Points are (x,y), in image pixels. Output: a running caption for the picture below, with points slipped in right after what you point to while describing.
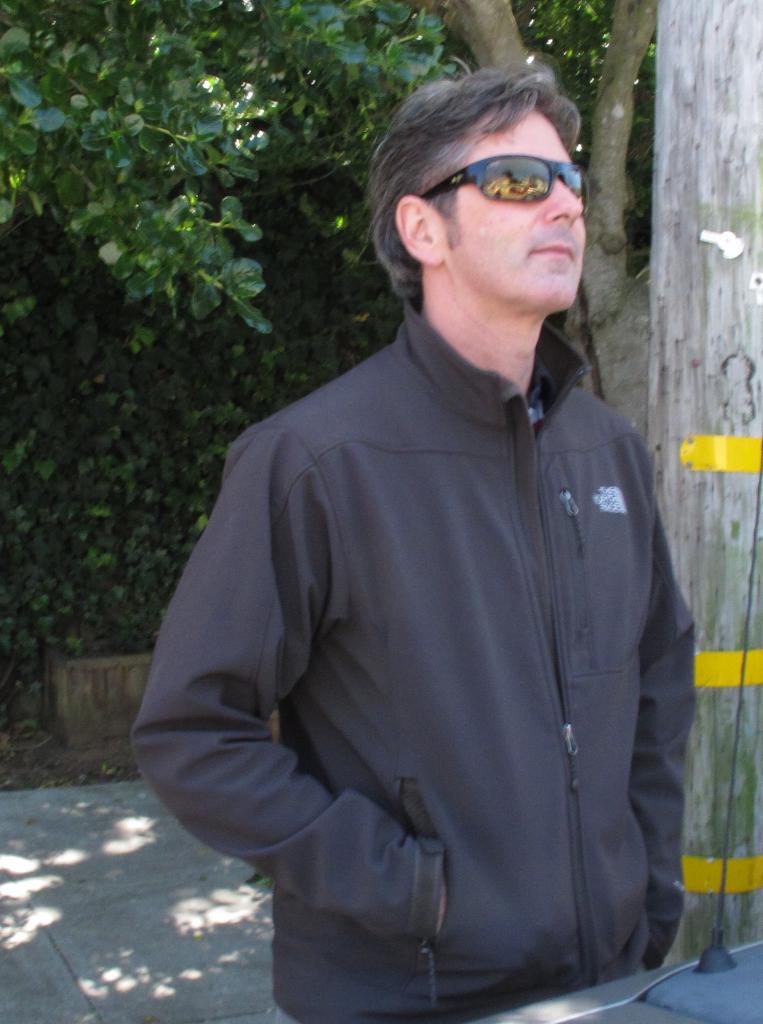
In this image, there is an outside view. In the foreground (518,621), there is a person (573,483) standing and wearing sunglasses (508,182). In the background (492,12), there is a tree (279,52).
